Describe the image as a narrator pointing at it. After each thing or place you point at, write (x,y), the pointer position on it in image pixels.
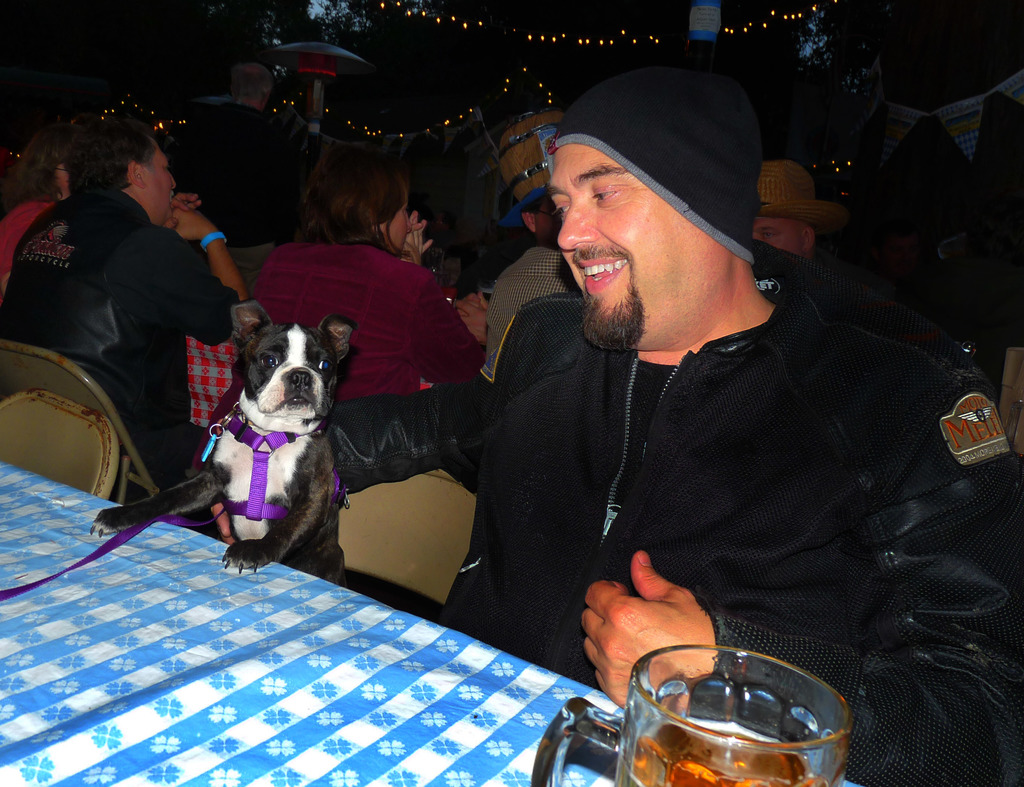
It seems to be the image is outdoors. In the image there is a man (668,375) holding a dog (315,377) and sitting on chair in front of a table (370,718), on table (541,671) we can see a glass (706,693). In background (143,339) there are group of people (367,221) sitting on chair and few lights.
